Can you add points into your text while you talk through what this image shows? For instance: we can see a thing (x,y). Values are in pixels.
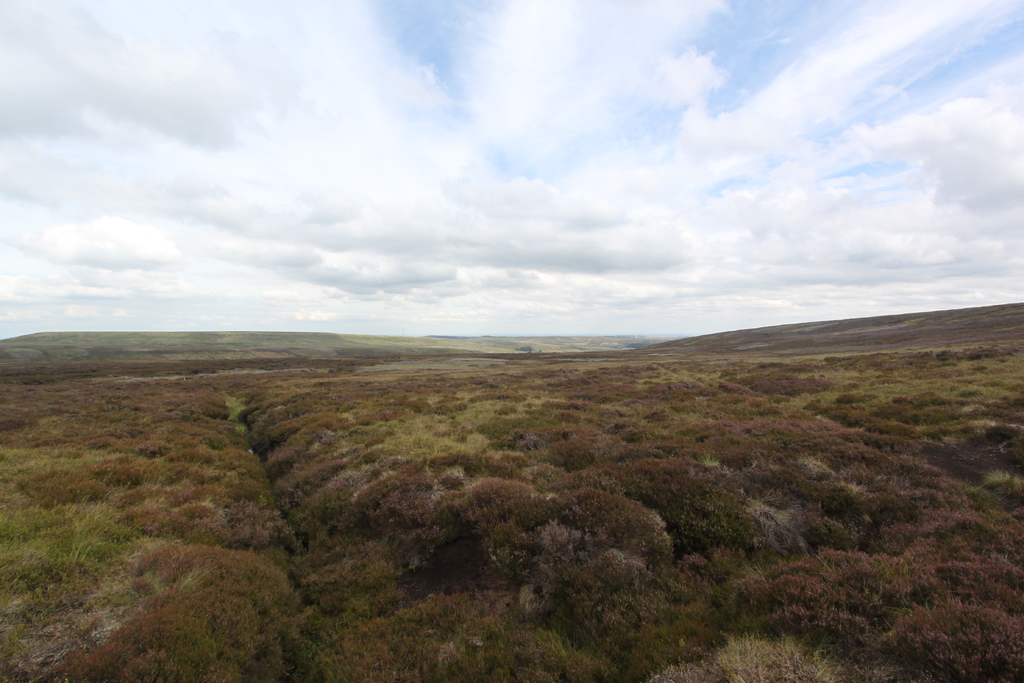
The image is taken over a hill (917,329). In the foreground of the picture (435,493) there are shrubs (557,561). In the center of the picture (450,354) there are hills (878,329). At the top (101,180) it is sky (476,146), sky (444,234) is cloudy.
